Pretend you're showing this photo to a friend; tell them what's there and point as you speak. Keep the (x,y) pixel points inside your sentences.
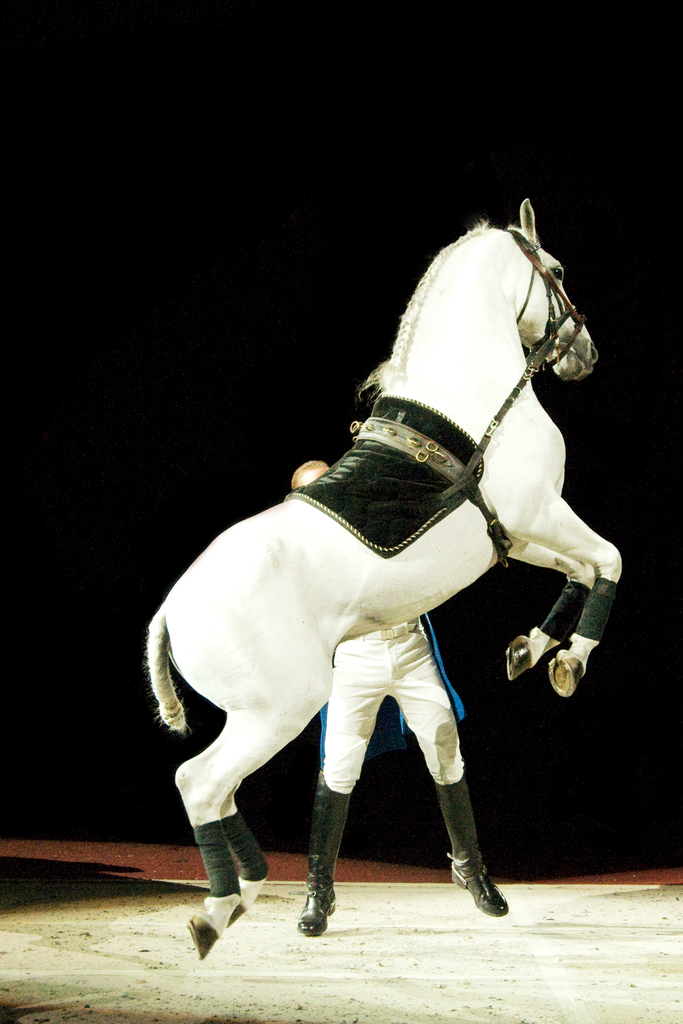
In this image I can see the horse (458,344) and the horse (451,336) is in white color and I can also see the person (426,659) and the person (382,660) is wearing white color dress (382,660) and I can see the dark background (44,626).
